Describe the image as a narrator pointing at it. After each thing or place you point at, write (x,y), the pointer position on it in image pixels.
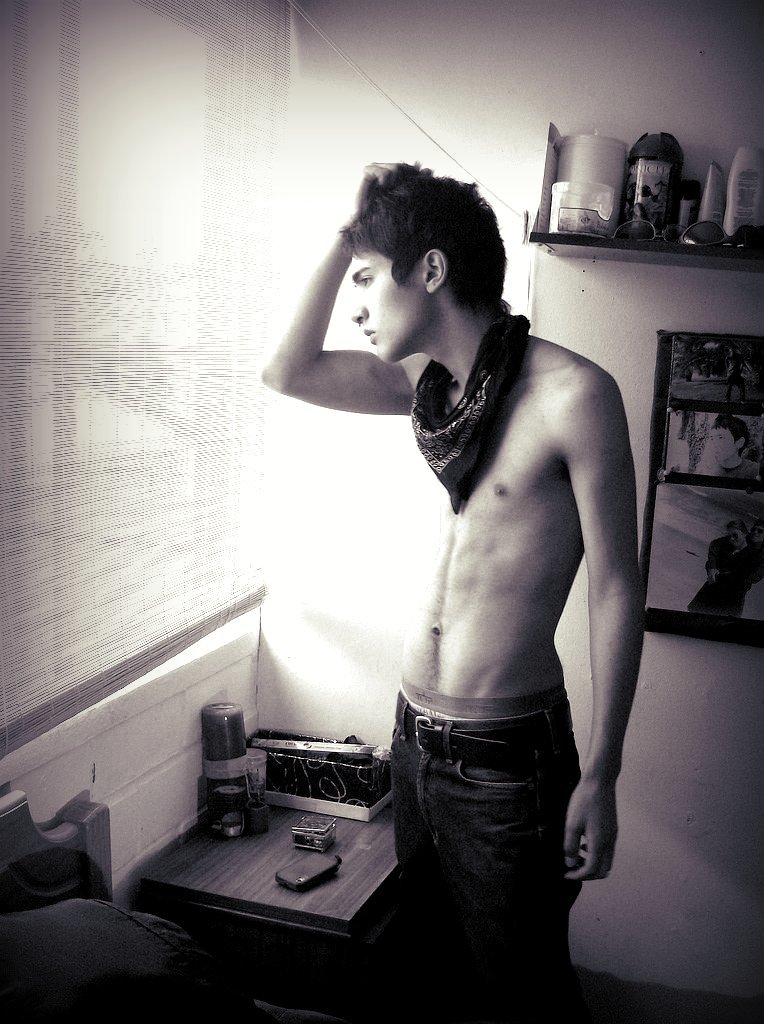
In this picture we can see a man (442,554) standing and looking into the window (208,344) in front of the person (480,795) there is a table (244,849) on that we have Bottles (245,785) And mobile (301,868) and some boxes (328,771) backside some photo frames (668,488) are been placed to the wall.
